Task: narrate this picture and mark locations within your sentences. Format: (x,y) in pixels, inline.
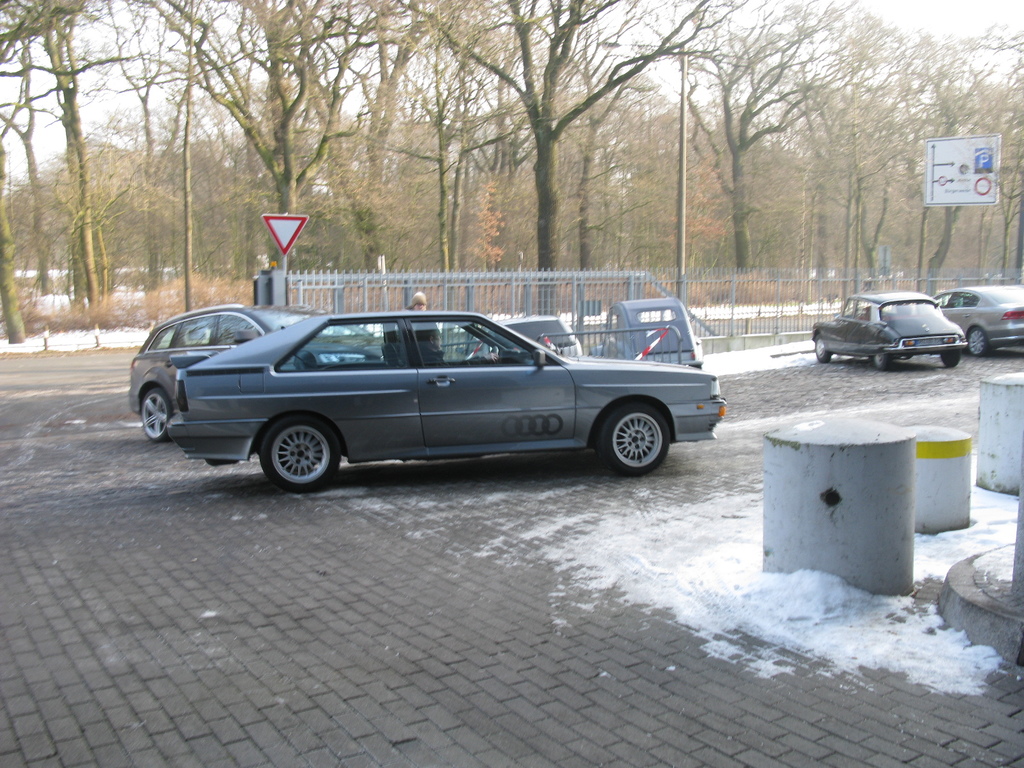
In this image I can see few vehicles (1001,336) and I can also see the person (418,306). In the background (563,300) I can see the railing (778,304), board (964,184) and the pole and I can also see few trees (391,183) and the sky (86,90) is in white color.
